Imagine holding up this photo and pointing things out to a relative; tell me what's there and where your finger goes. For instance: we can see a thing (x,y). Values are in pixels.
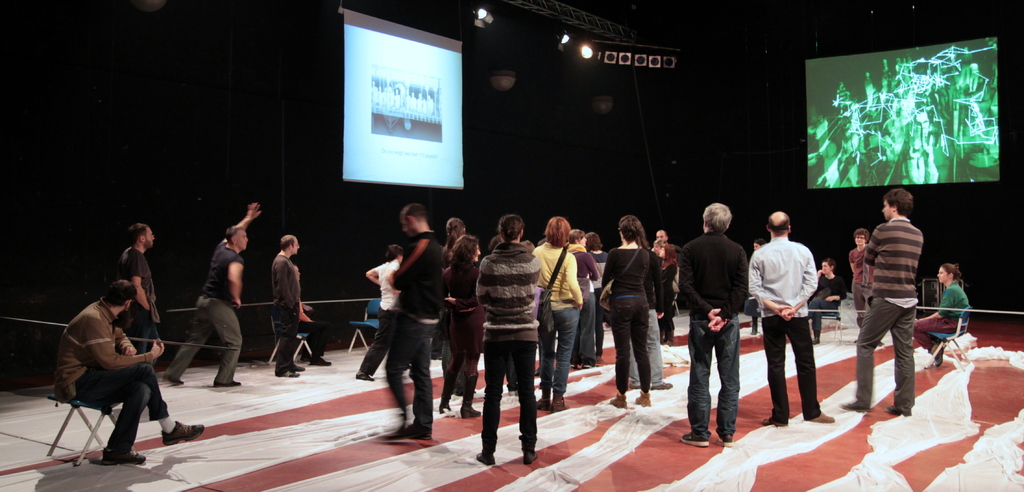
In this image, I can see groups of people (171,384) standing and few people (827,280) sitting. I can see the screens (388,149) with the display (919,142). At the top of the image (631,42), It looks like a lighting truss (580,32) with the show lights (622,51). At the bottom of the image (296,450), these are the clothes (309,426) on the floor (301,414).
